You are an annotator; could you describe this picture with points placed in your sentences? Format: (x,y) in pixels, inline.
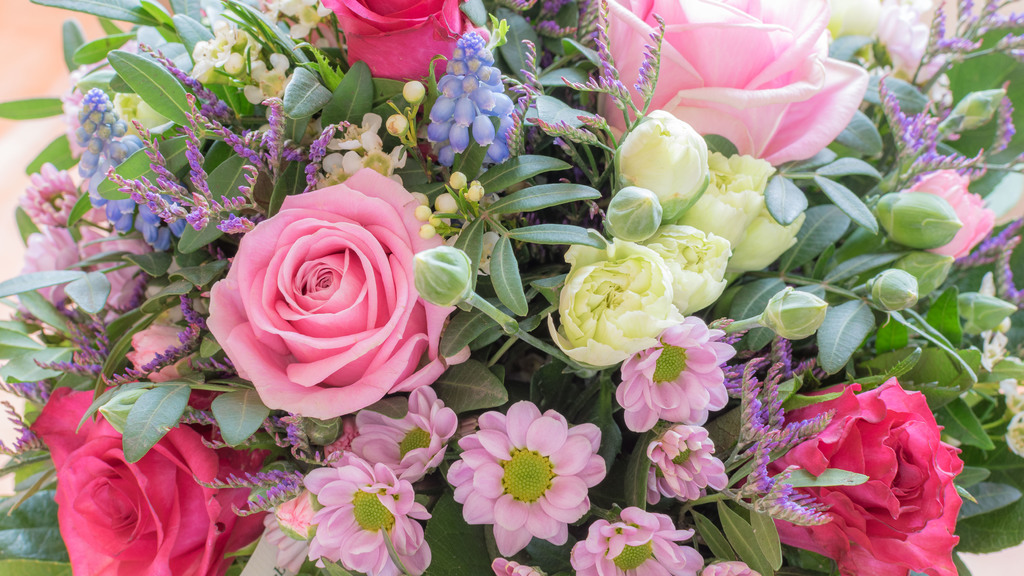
We can see colorful flowers (912,436), buds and leaves (356,111).
